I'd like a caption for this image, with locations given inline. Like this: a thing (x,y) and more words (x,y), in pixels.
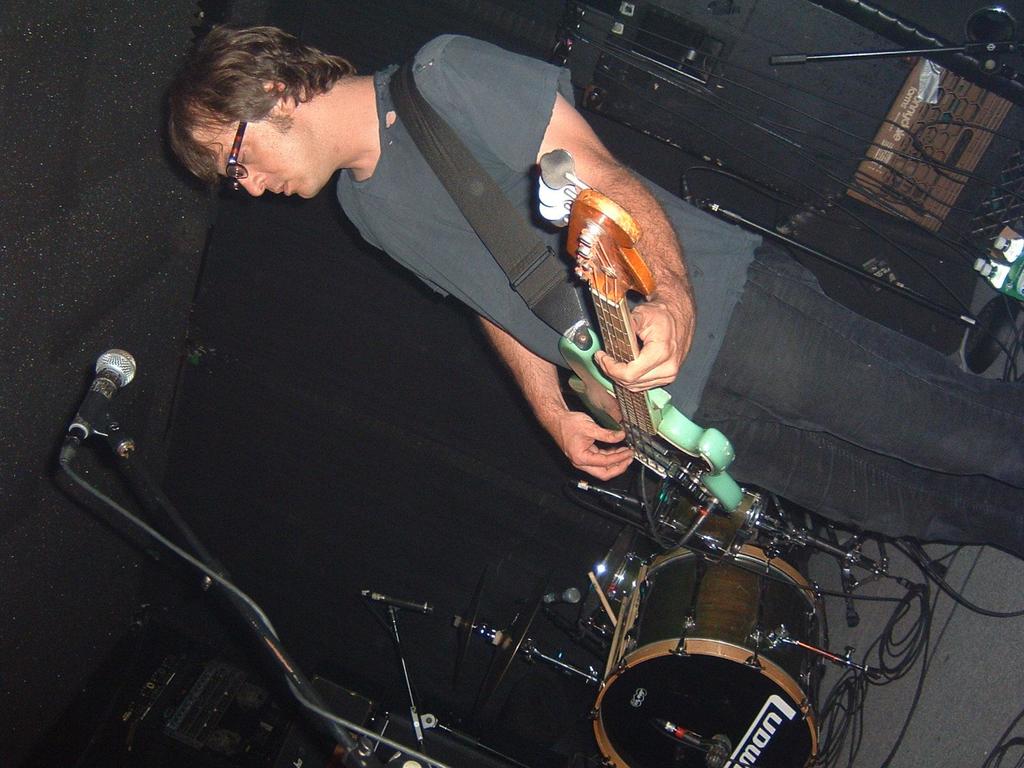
In this image there is a person (695,402) wearing a guitar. In front of him there is a mike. Around him there are some musical instruments (734,586). In the background of the image (370,438) there is a wall (264,413).
